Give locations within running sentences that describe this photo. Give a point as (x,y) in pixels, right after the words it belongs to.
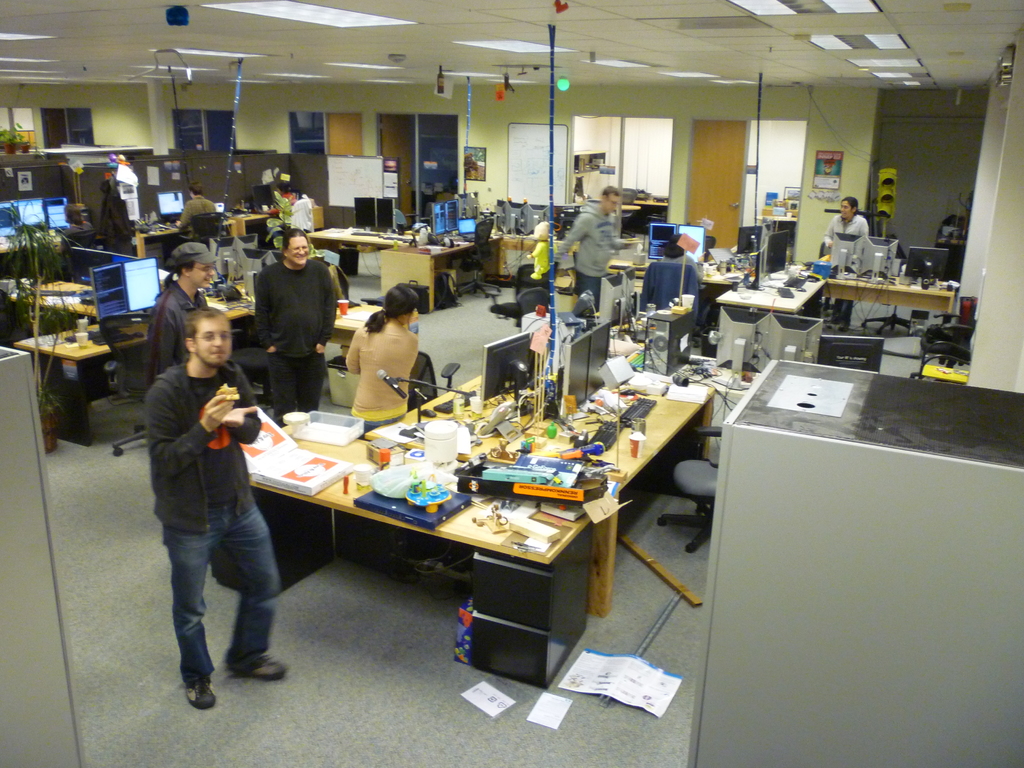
In this picture I can see there are a few people (266,337) standing at the left side (238,423) and there are a few others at right side (691,263), there are few objects (484,453) placed on the table (467,415) and there is a plant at left side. There is an object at right side (721,559), lights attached to the ceiling (129,39).
